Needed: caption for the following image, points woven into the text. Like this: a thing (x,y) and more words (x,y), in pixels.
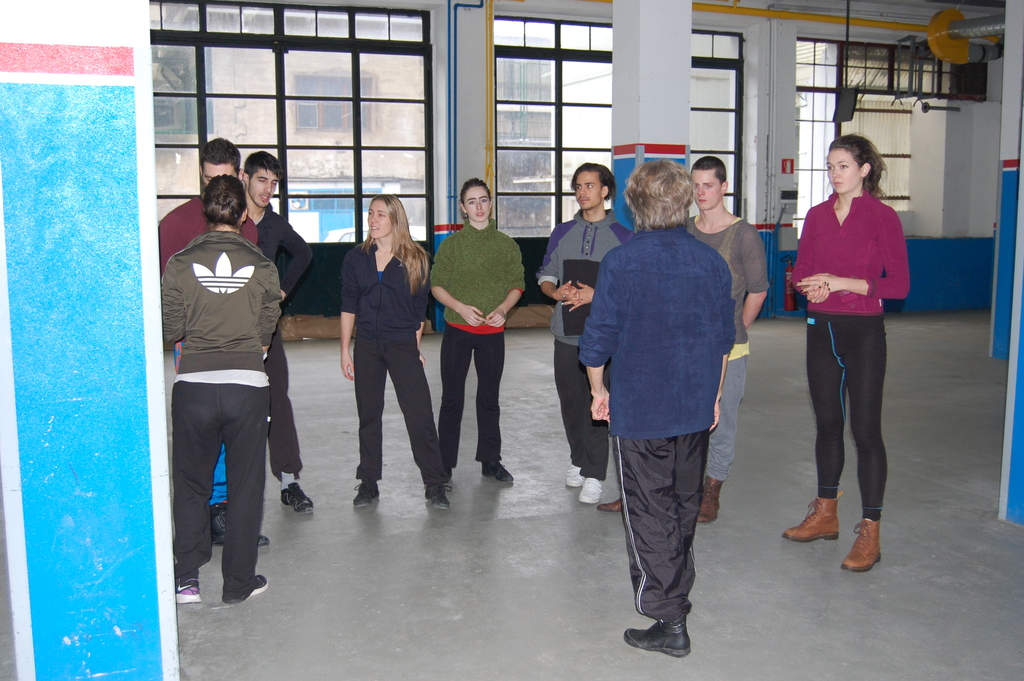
In this picture, we see the man (643,264) and the women (848,289) are standing. On the left side (81,241), we see a pillar (78,392) in white and blue color. Behind them, we see a pillar (680,118). In the background (757,213), we see a wall (913,201) in white and blue color. We see the glass windows (323,183) from which we can see the buildings (348,143). On the right side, we see the pillars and a rod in yellow color.
